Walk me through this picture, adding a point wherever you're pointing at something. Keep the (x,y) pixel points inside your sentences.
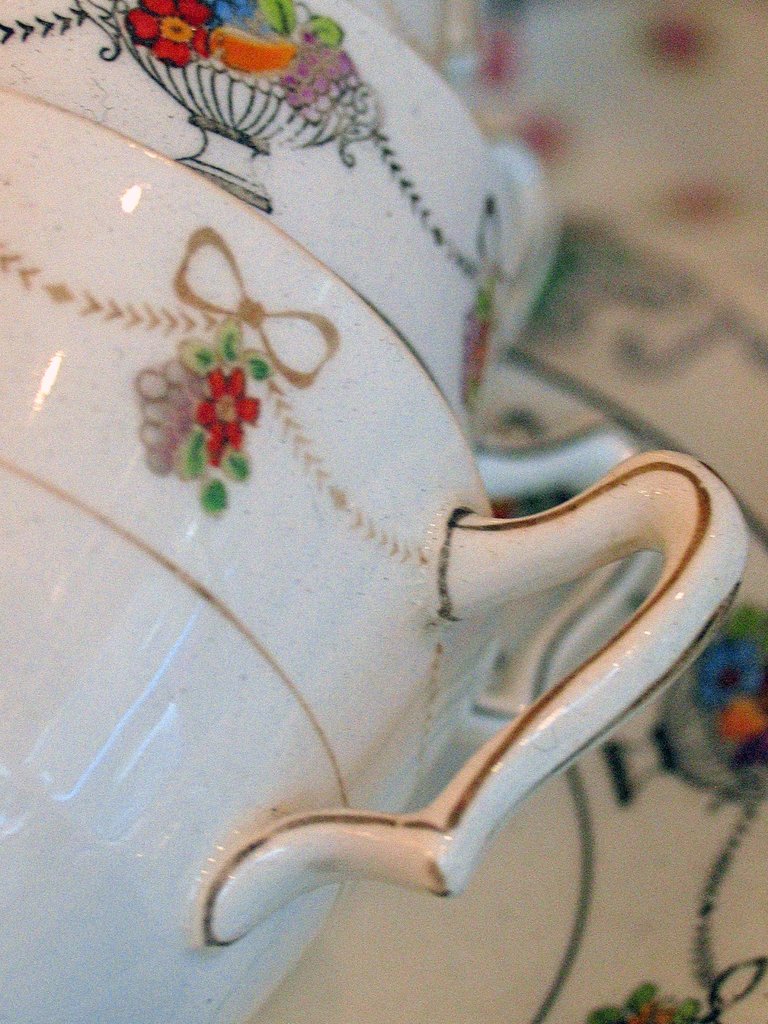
In this picture, it seems like a ceramic utensil (424,485) in the foreground (37,800).
